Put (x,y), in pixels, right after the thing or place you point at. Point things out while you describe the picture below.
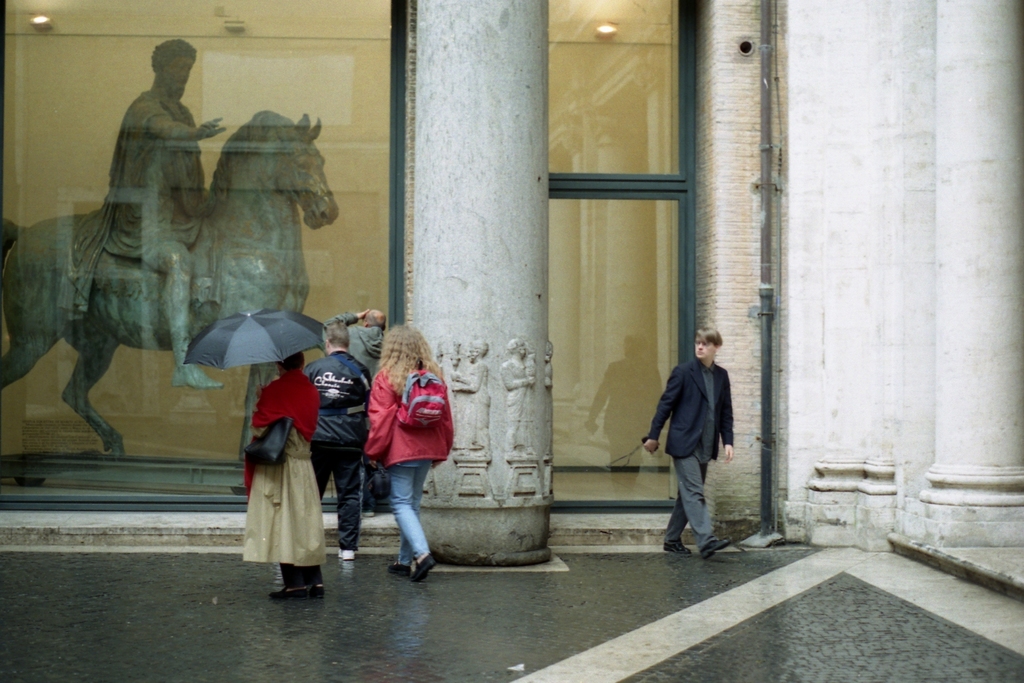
In this image I can see people (414,448) among them some are carrying a bag (266,435) and this woman (275,414) is holding an umbrella (239,358). In the background (314,311), I can see a statue (231,201), framed glass wall (629,286), a pipe (768,292) attached to the wall (757,259) and pillars (511,340).
